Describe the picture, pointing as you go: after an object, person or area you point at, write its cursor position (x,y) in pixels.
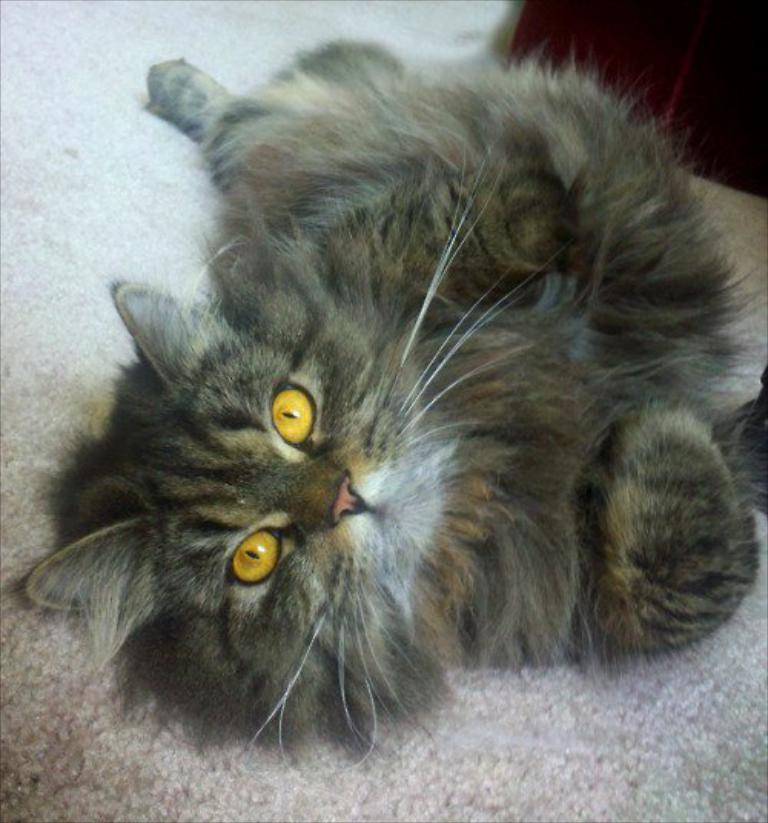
In this picture there is a cat (335,141) in the center of the image (469,357).
